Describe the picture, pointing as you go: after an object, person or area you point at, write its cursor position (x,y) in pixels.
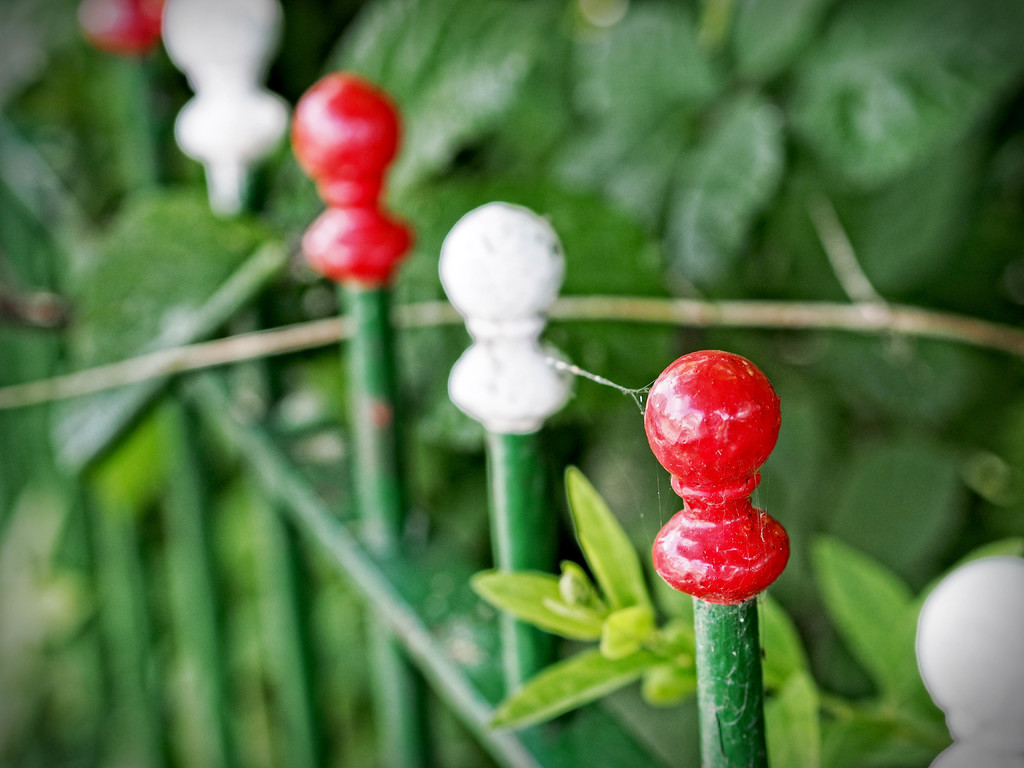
In the picture we can see a railing (257,50) which is green in color and behind it we can see some plants (421,48).
